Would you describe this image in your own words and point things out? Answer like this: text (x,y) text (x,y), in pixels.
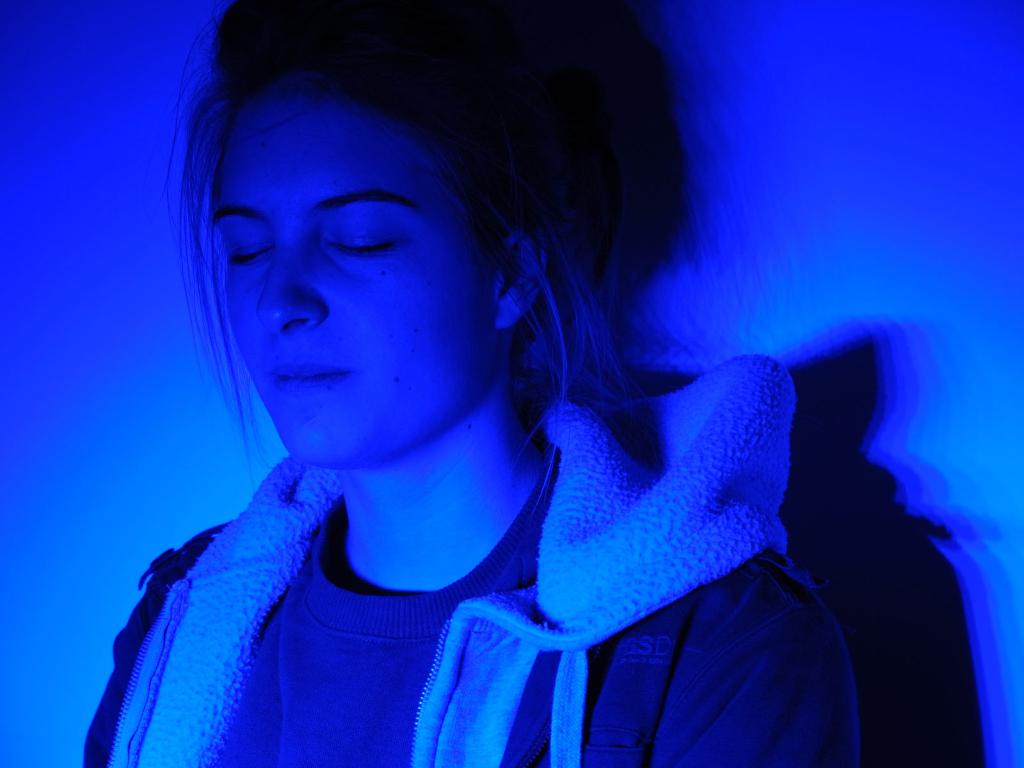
This woman (545,616) wore jacket (549,672) and closed her eyes (242,255).
